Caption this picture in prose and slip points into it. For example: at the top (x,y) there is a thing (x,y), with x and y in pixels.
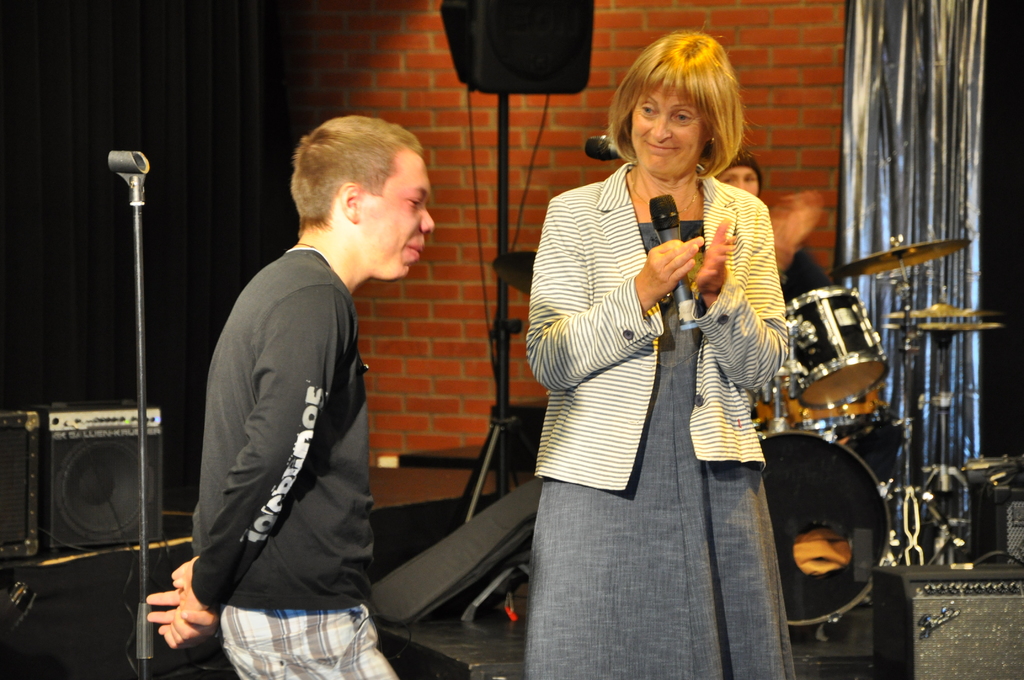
In this picture we can see women (663,362) is standing and a microphone (669,203) beside to her there is a Man (285,400) Standing and talking back side we can see a man (751,181) in front of musical instruments (836,431) and we have a sound system (95,468).
